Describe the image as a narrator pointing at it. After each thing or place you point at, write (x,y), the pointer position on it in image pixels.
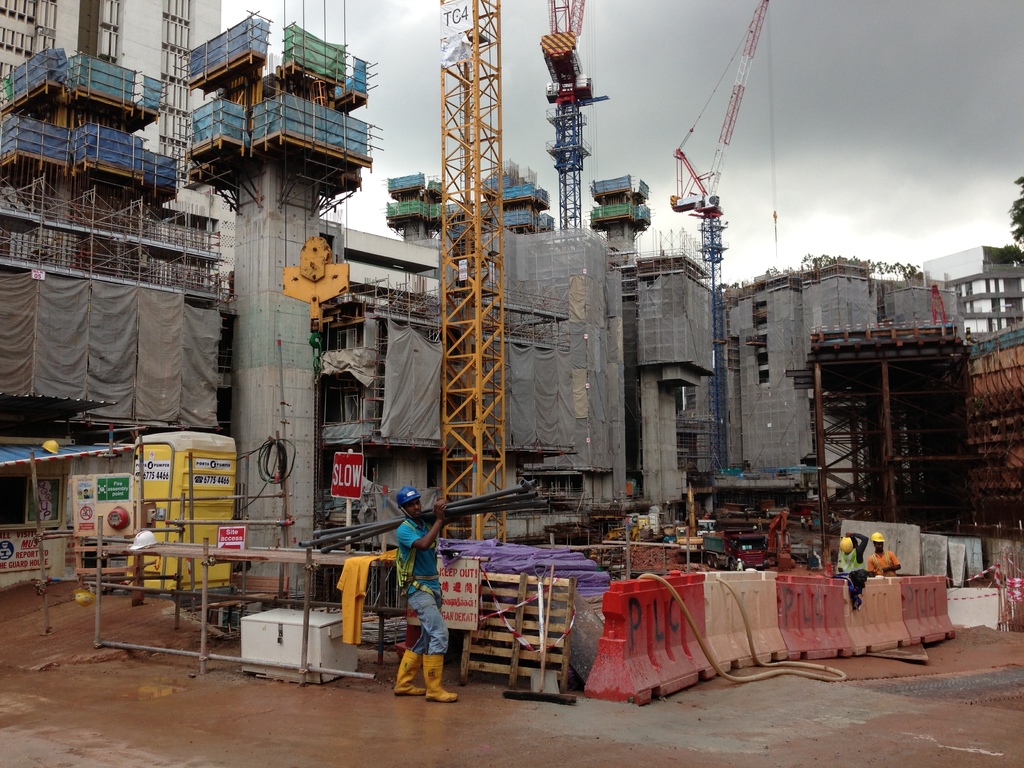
In this image I can see the buildings (426,376) which are under construction. In-front of the buildings (425,322) I can see the cranes (462,192), boards (351,475), many wooden objects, pipes (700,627), dividers (733,628) and the people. To the side I can see trees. In the background (592,113) I can see the clouds (780,125) and the sky (769,158).
